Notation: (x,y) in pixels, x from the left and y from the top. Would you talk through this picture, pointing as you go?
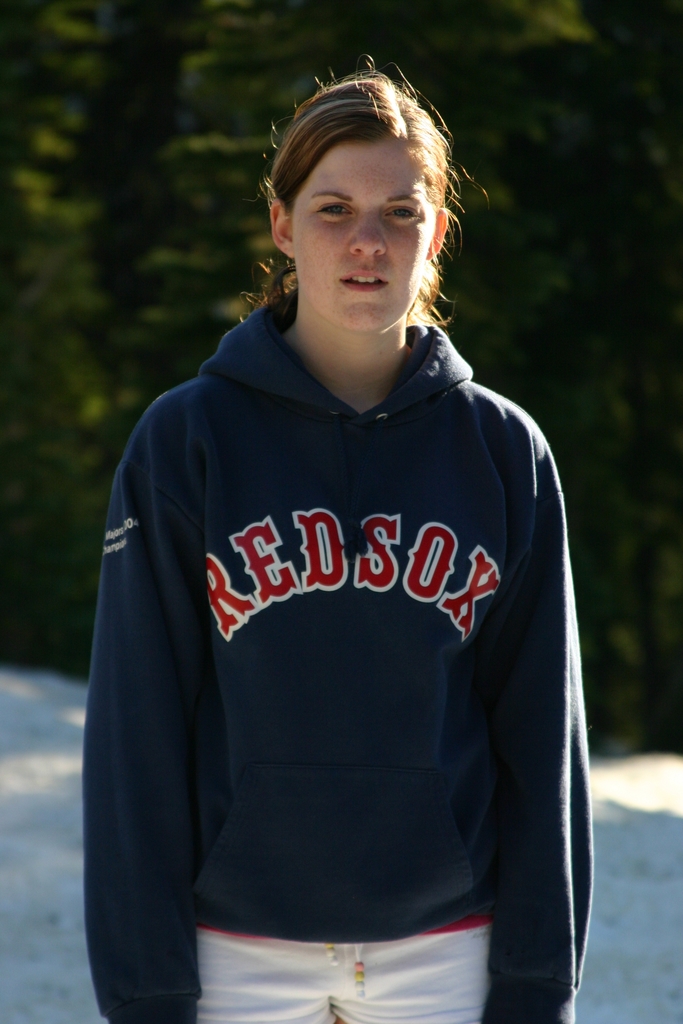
In the image a woman (318,364) is standing. Behind her there are some trees (652,674).
